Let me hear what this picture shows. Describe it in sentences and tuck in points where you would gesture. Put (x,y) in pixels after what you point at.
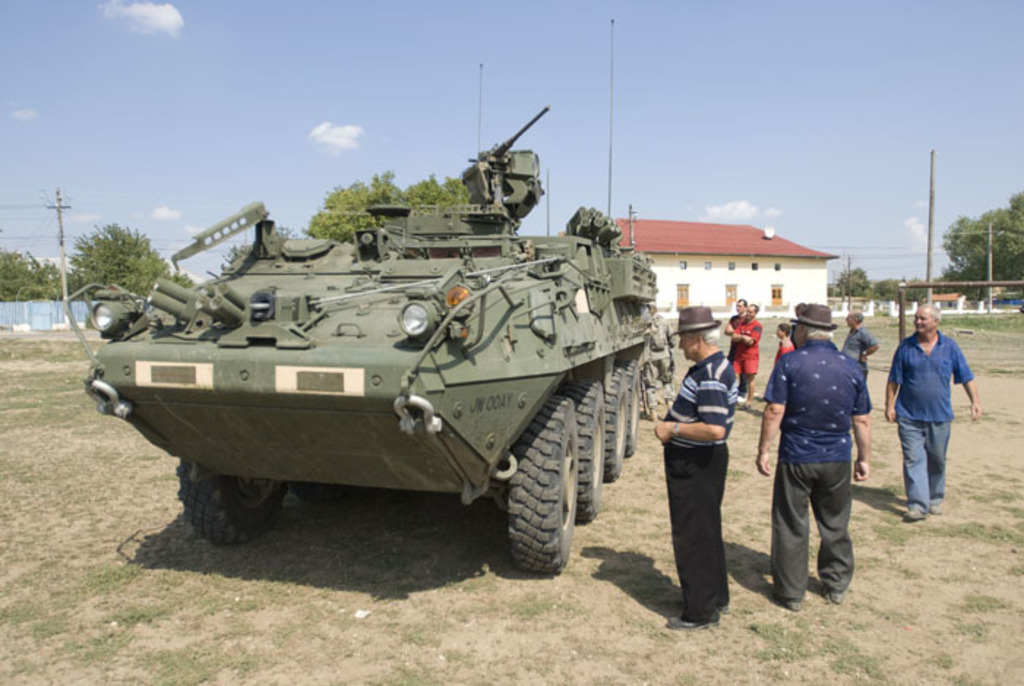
In this image I can see the ground (768,346), few persons (823,375) standing on the ground (768,346) and a military tank (453,319) which is green in color. In the background (923,202) I can see few buildings (744,241), few poles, few wires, few trees (966,227) and the sky (617,99).
